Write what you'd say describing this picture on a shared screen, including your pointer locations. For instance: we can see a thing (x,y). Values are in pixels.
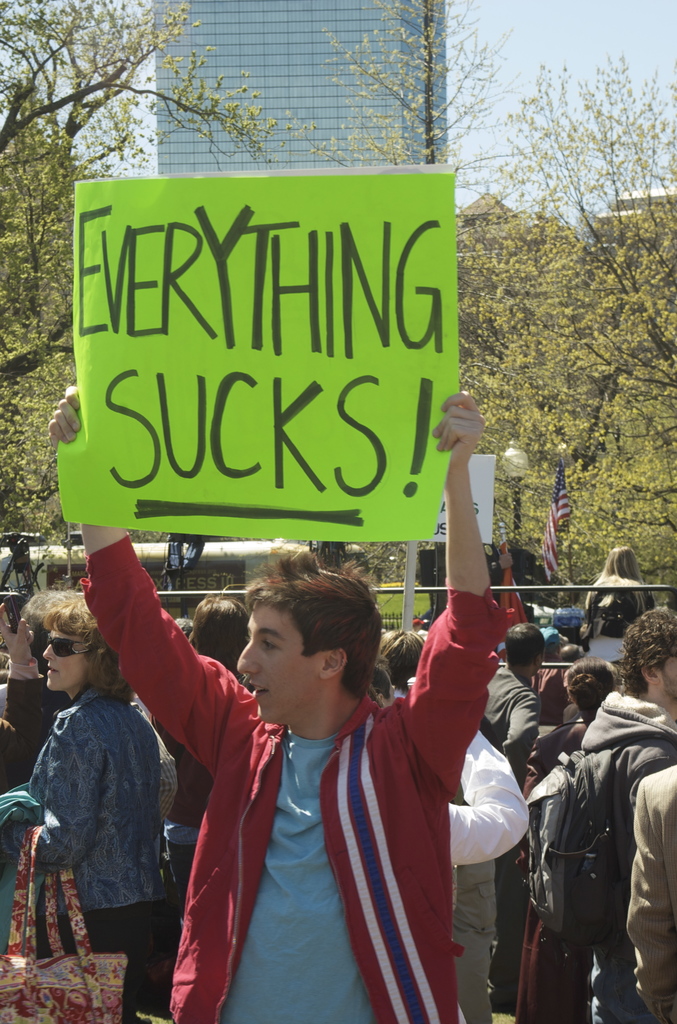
In this picture we can see a man (264,971) standing and holding a poster (296,528) with his hands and at the back of him we can see some people (639,747), bags (549,857), trees (11,343), buildings (308,98), flag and in the background (610,29) we can see the sky (587,112).
